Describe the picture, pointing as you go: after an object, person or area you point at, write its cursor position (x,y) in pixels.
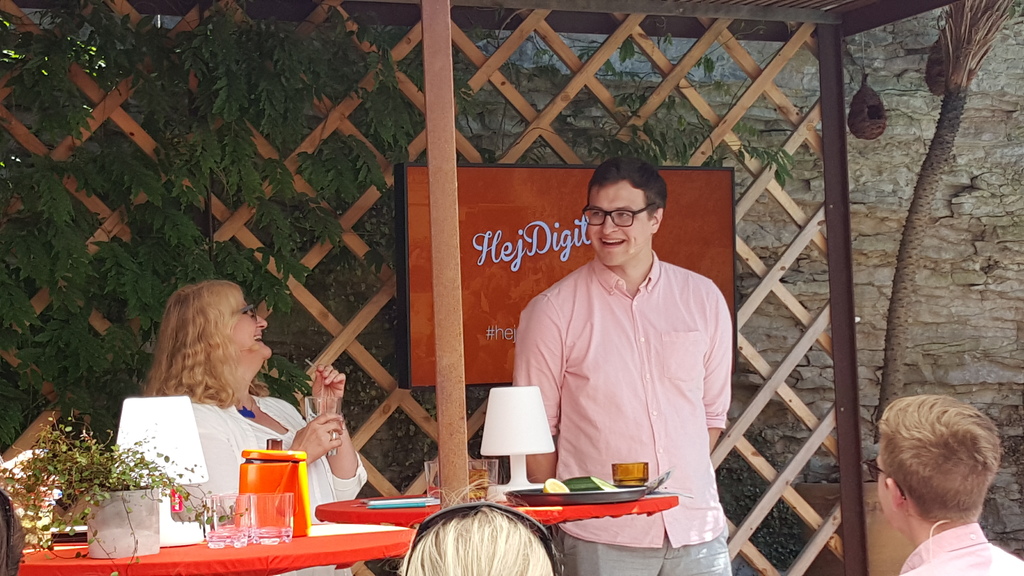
In this picture I can see a man (622,342) standing and few people (941,486) are sitting and I can see a plant (58,452) and few glasses (259,531) and a container (258,484) and a lamp (199,483) on the table (149,566) and I can see a lamp (514,461) and few glasses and a bowl (620,481) in the plate (599,494) on the another table (595,511) and I can see trees (961,33) and a television (528,209) in the back (564,268) displaying some text (525,239) and I can see a woman (311,423) holding a glass (330,445) and a straw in her hands (309,447) and I can see wall (905,174) in the back (862,294).
